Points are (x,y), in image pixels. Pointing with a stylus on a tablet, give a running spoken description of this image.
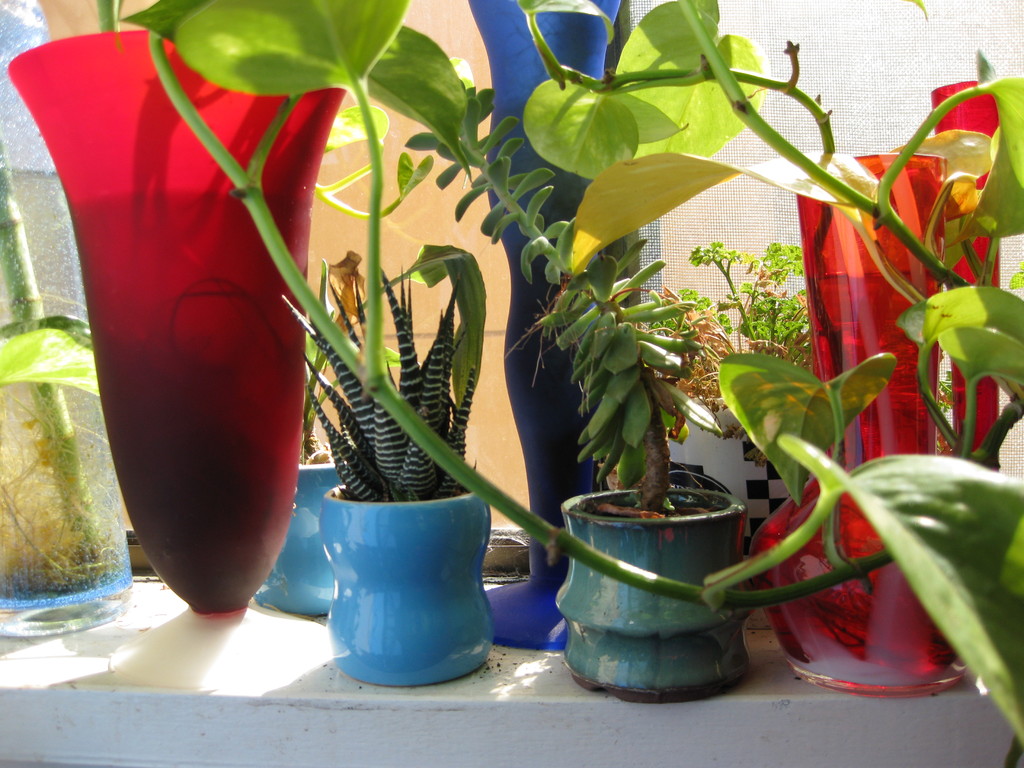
In the picture I can see plant pots (370,636) on a white color surface (281,704). In the background (703,213) I can see a net (793,223) and some other objects (805,213).
